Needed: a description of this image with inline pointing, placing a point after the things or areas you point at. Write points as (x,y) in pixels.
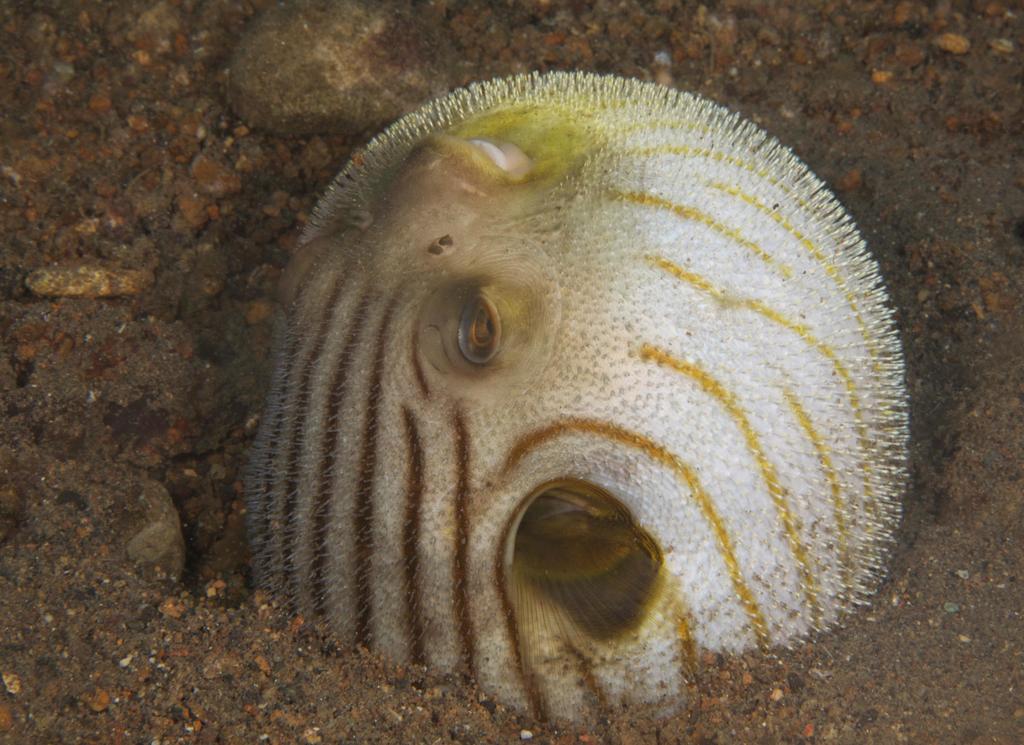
This image consist of fish (550,403) and there are stones (210,189) on the ground (911,148).
